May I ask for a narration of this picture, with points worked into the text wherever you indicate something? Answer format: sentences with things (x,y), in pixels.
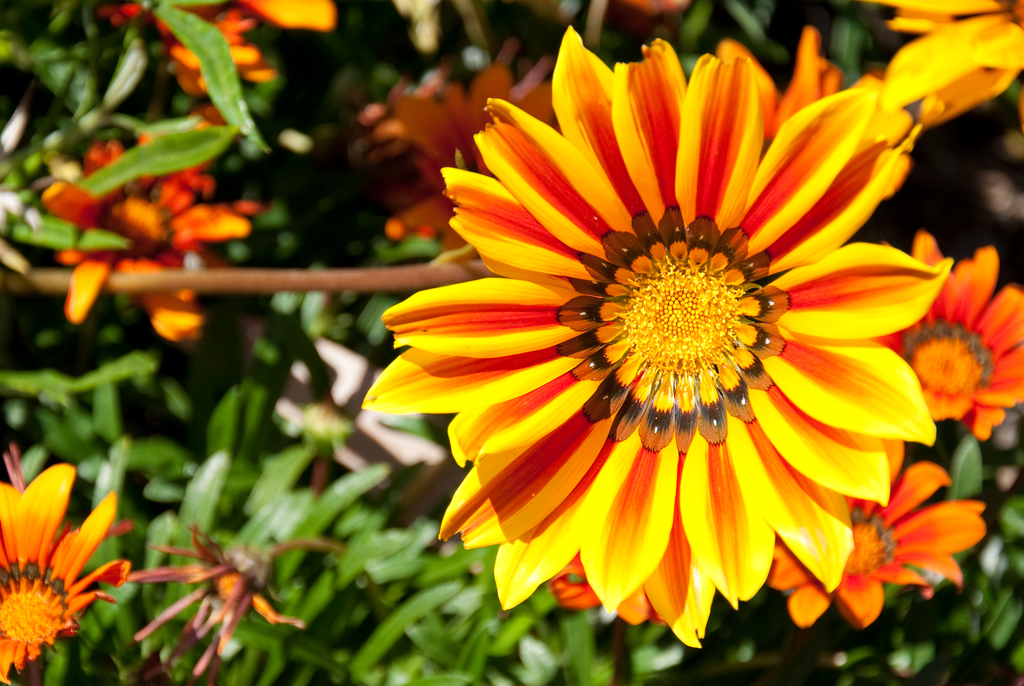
In this image we can see some plants (425,555) with flowers (18,546).
